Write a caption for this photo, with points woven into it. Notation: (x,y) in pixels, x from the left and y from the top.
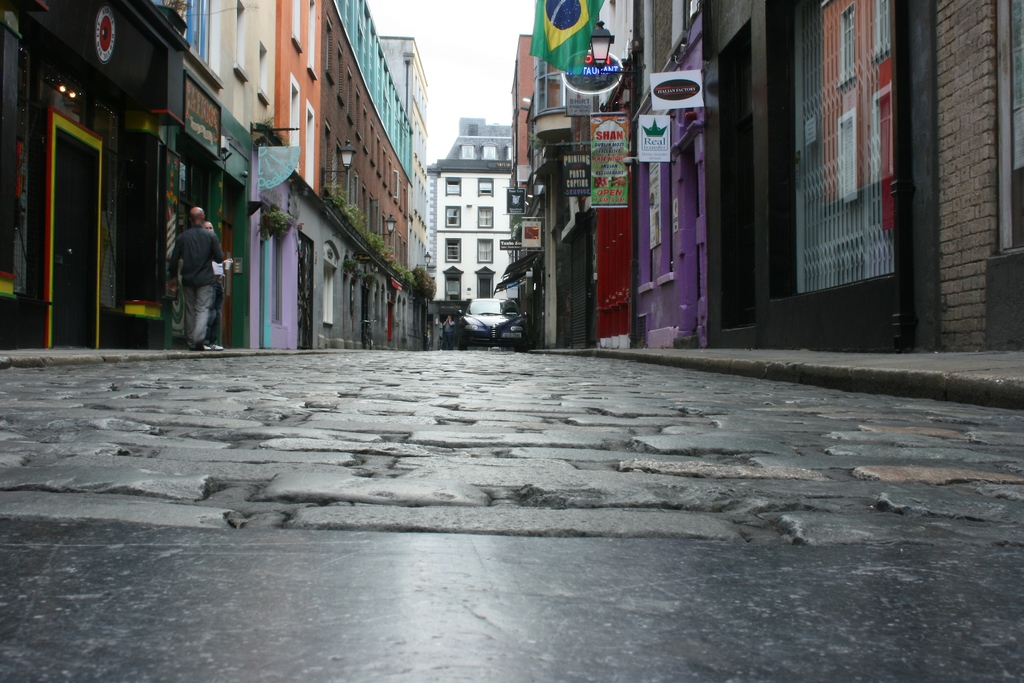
In this image there are buildings (970,125). At the bottom (409,515) there is a road (526,389) and we can see a car (491,316) on the road (491,505). On the left (190,302) there are people (190,284) walking. We can see boards (661,108).
